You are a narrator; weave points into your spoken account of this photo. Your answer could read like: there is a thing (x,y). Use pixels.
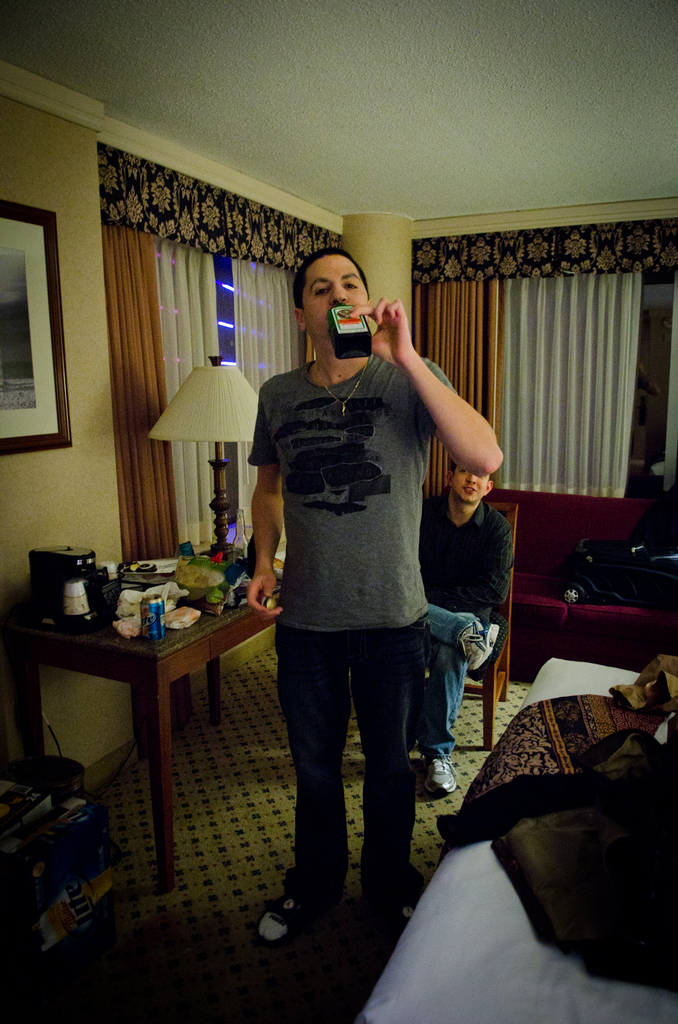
In this image we can see a person (362,459) holding a bottle (332,327). On the bottle (338,323) we can see a label (359,318). Behind the person (334,541) we can see another person (428,579) sitting on a chair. Beside the person (374,622) we can see the few objects (133,633) on a table (169,707) and a few objects (532,829) on a white surface (486,894). Behind the persons (309,547) we can see a wall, windows (270,376), curtains (467,293) and a pillar (404,276). At the top (296,60) we have a roof (296,60). On the left side (9,248), we can see a frame (11,411) on the wall (41,454) and few objects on the floor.
